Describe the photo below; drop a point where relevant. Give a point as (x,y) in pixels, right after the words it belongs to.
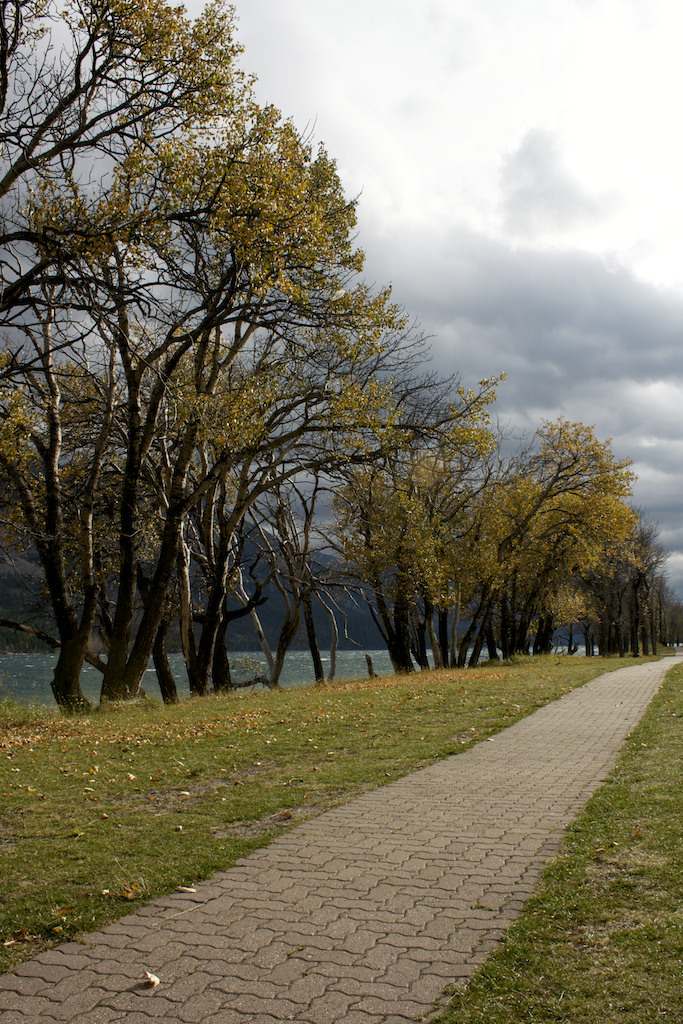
This picture shows the beautiful view of the garden (240,750). In front (288,989) there is a walking area (386,847) in the ground (505,683). Behind we can see many trees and above we can see cloudy sky (533,280).
